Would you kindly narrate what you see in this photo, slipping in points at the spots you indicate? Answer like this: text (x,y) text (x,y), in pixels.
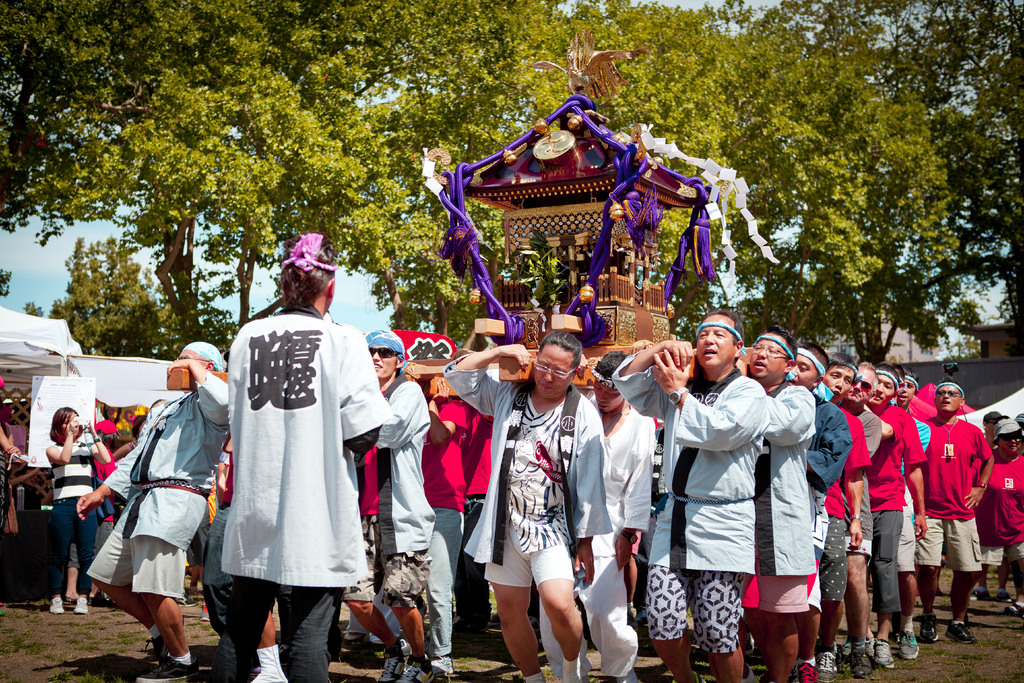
In this image we can see there are people (673,531) walking on the ground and holding a palanquin (557,213) which is decorated and there are a few people (56,426) standing and at the back (946,390). We can see the tent (47,368) and board (87,409) and there is the house (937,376), trees (388,253) and the sky (365,295).
